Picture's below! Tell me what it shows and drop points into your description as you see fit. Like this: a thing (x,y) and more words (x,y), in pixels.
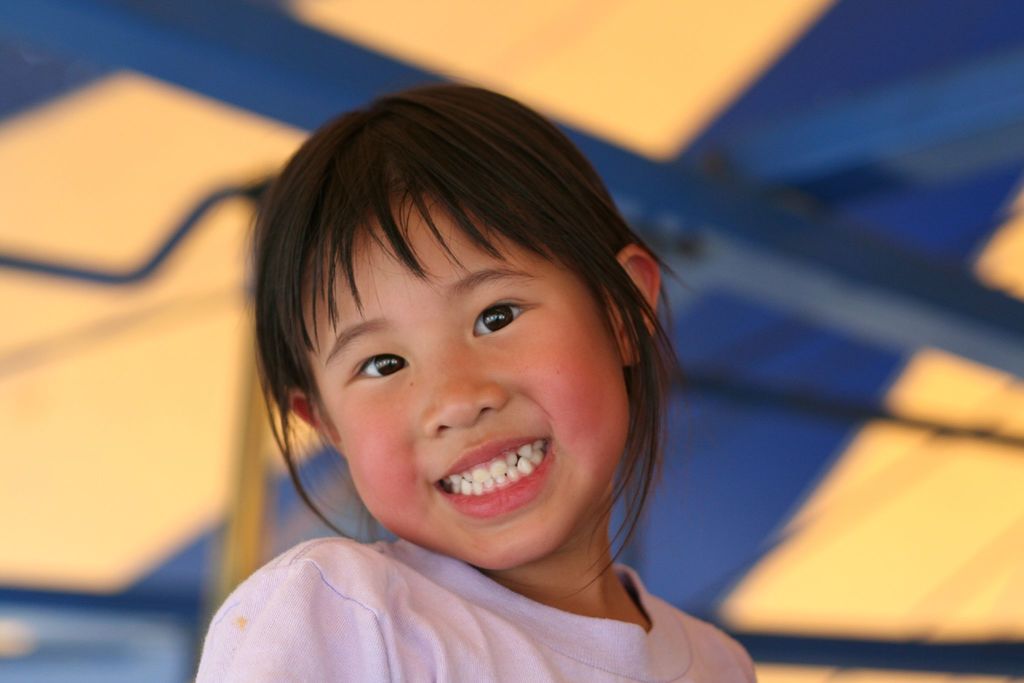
In this image we can see a girl (483,418) smiling. In the background (935,197) there is a canopy (147,215).
